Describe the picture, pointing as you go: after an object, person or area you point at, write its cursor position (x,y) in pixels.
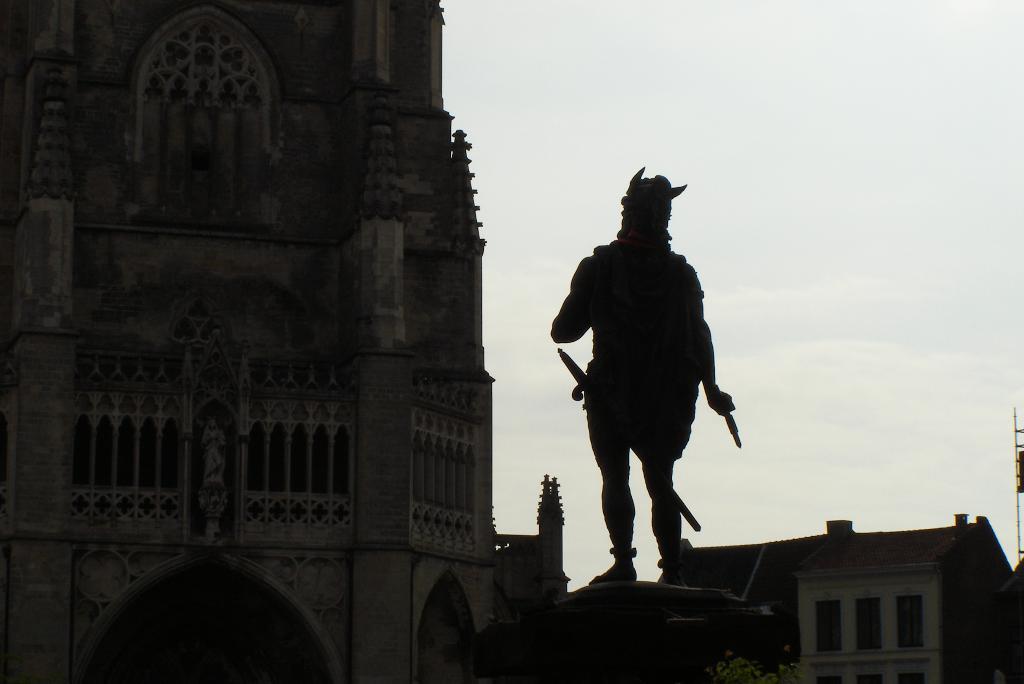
In this picture we can see statue of a person (618,387). On the left (269,188) there is a monument (325,326). On the right (866,544) we can see a building (791,601). In the back (524,596) there is a church (550,524). On the top (1005,177) we can see sky (999,152) and clouds (962,182).
